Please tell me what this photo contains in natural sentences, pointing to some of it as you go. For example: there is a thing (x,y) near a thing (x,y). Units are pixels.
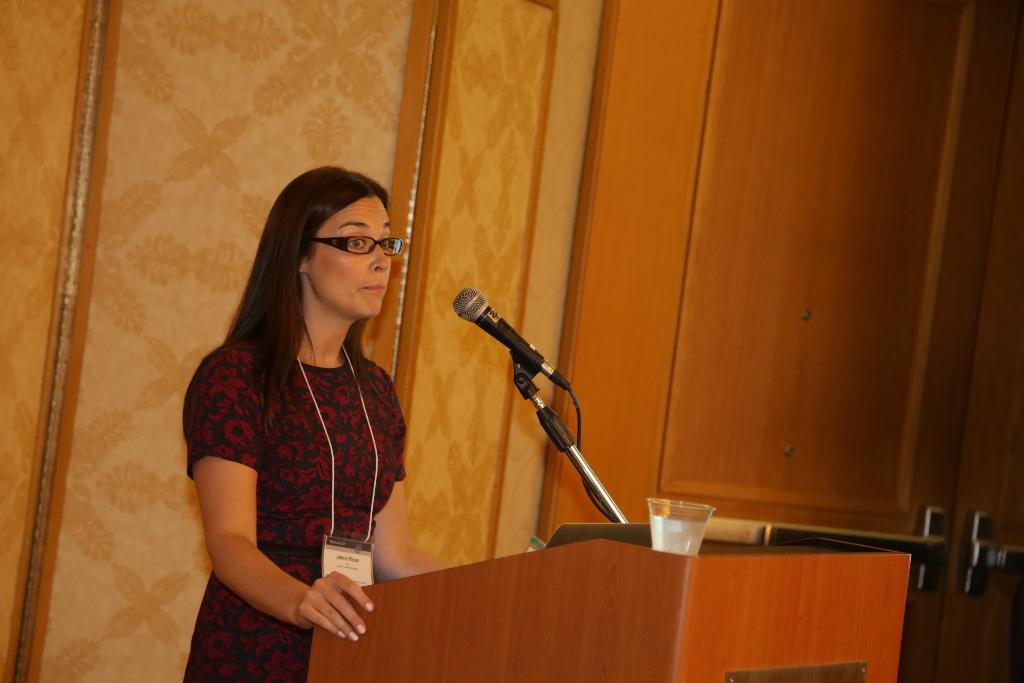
In this image I can see women (353,302) wearing red and black dress (317,391), and the identification card (351,563). She is standing in front of the podium (543,558). On the podium (720,550) there is a glass (688,532). In the background (632,208) there is a wooden wall (543,179).
